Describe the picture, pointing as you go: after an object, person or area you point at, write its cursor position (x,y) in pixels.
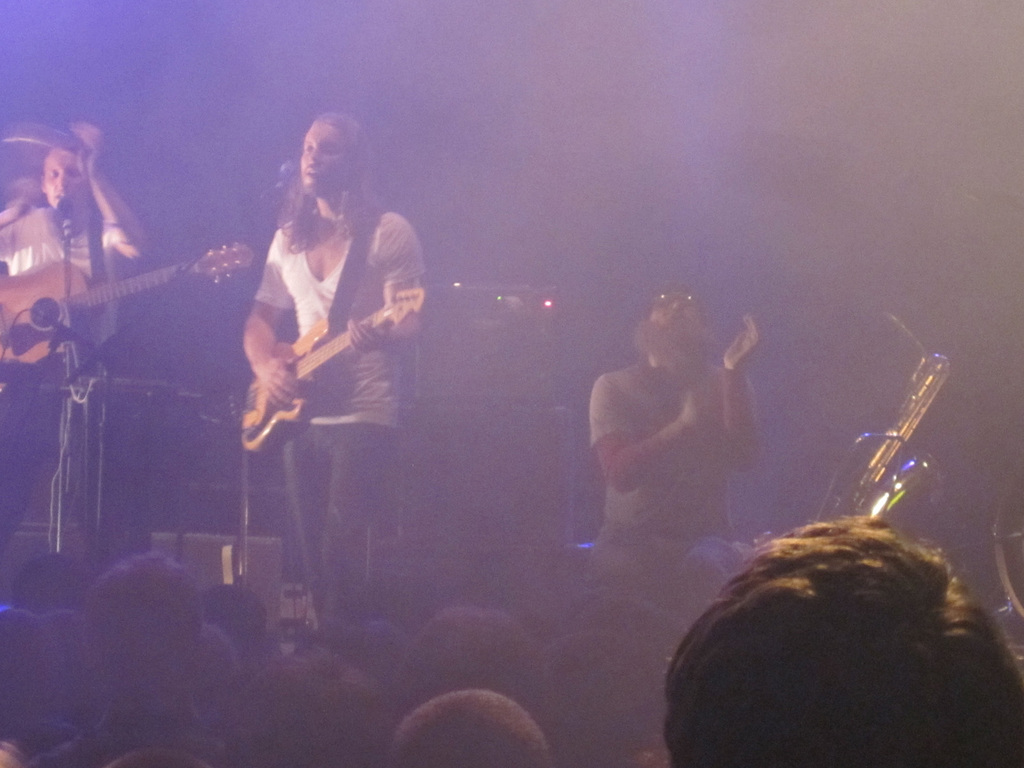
In this picture we can see three persons (358,227) standing on the stage (447,577) and these two people (320,399) are playing guitar (68,295). And remaining these people (418,730) are listening to that.
